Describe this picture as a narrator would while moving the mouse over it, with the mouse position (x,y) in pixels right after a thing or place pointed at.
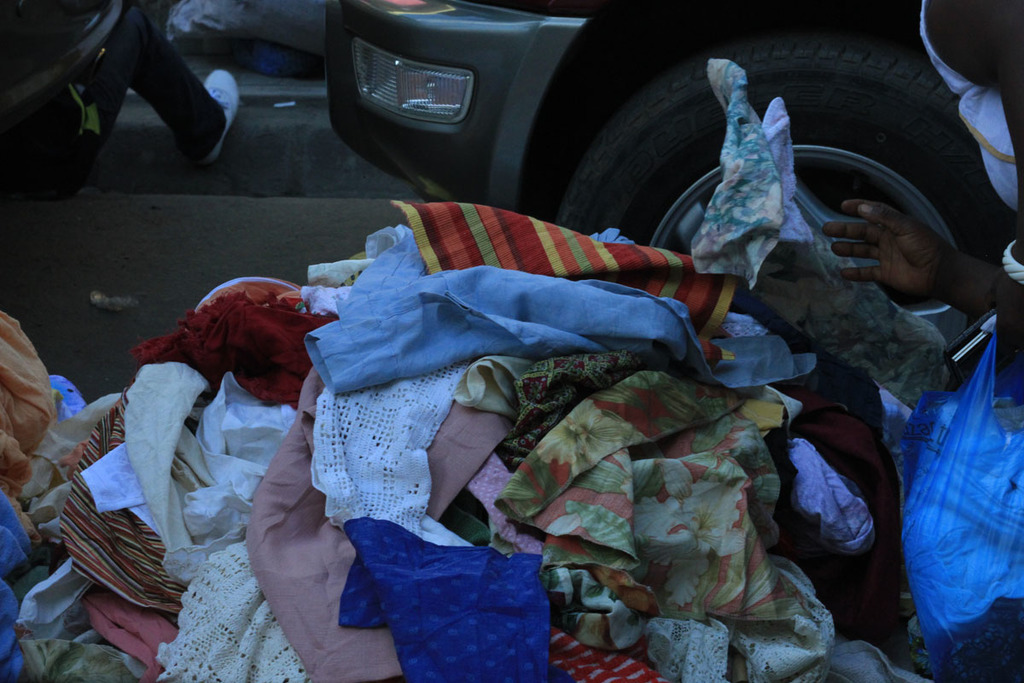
In this image in front (797,349) there are clothes (2,422) and we can see the hand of a person (1012,182). There is a car (544,135). On the left side of the image (138,89) there is a person (207,114). In front of him there are a few objects (256,62).
